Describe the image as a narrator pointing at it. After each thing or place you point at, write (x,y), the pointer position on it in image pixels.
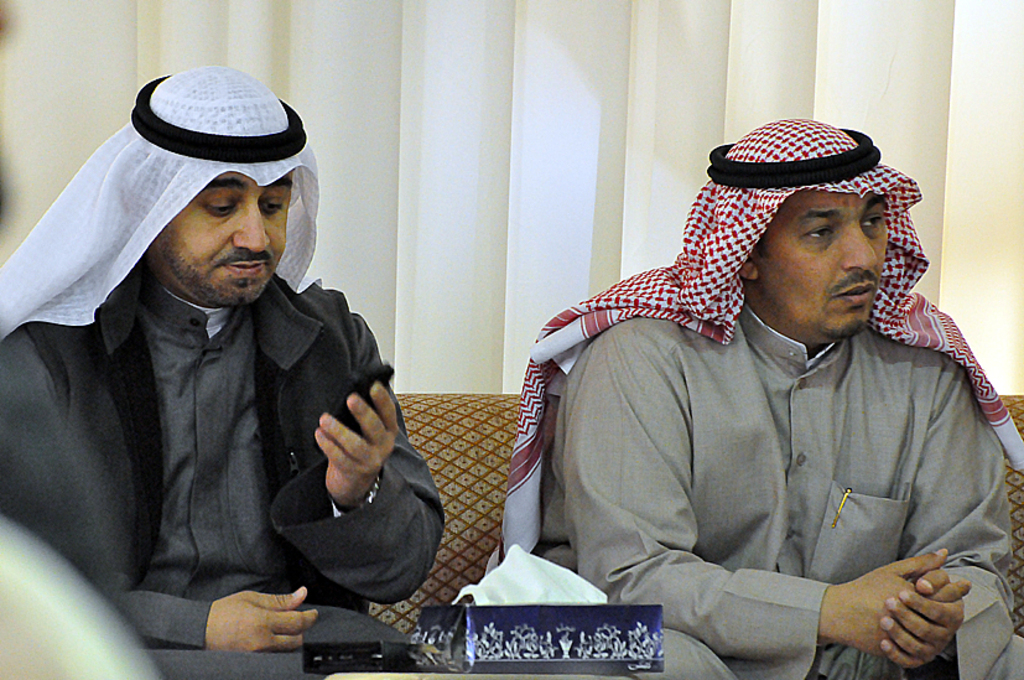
On the left side (325,605) a man (369,600) is sitting on the sofa (382,609), he wore coat (142,419) and head wear (220,100) in white color. On the right side (932,524) another man (867,521) is there, he wore black color ring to his head (800,211), behind them there is the curtain (568,145).
